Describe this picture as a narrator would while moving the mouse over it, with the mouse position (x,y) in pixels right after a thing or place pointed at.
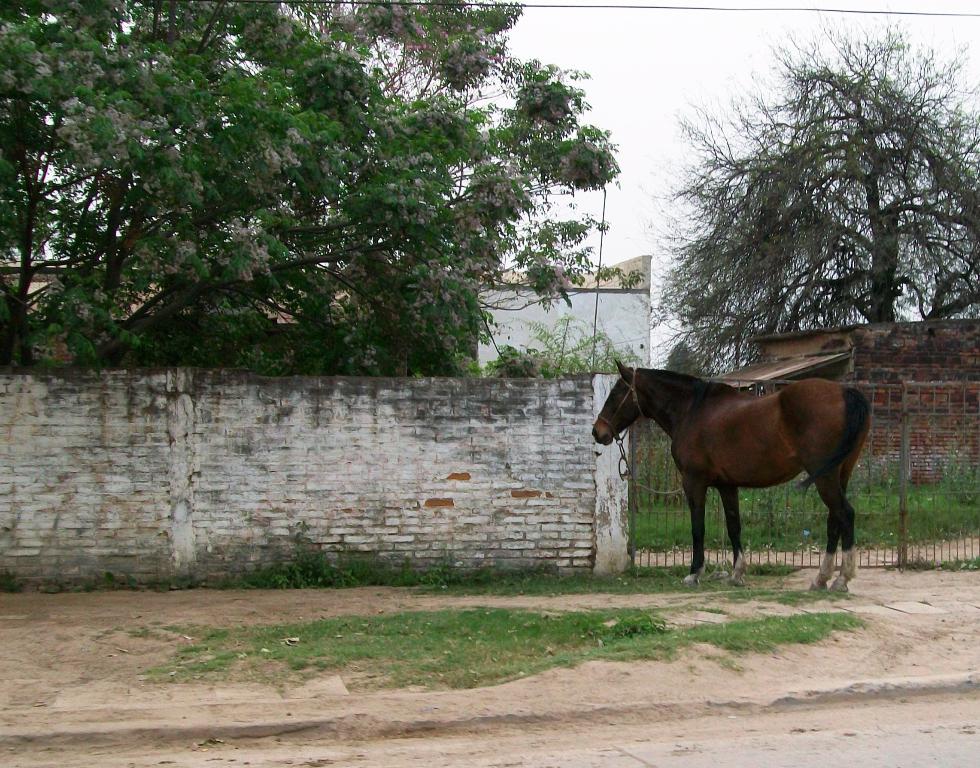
At the bottom of the image (437,649) on the ground (513,652) there is grass (541,618). There is a horse (766,418) standing. Behind the horse (734,447) there's a wall (473,420) with a gate (970,444). Behind the wall (256,406) there are trees (942,232) and on the ground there is grass (761,528). And also there are walls (869,359).
